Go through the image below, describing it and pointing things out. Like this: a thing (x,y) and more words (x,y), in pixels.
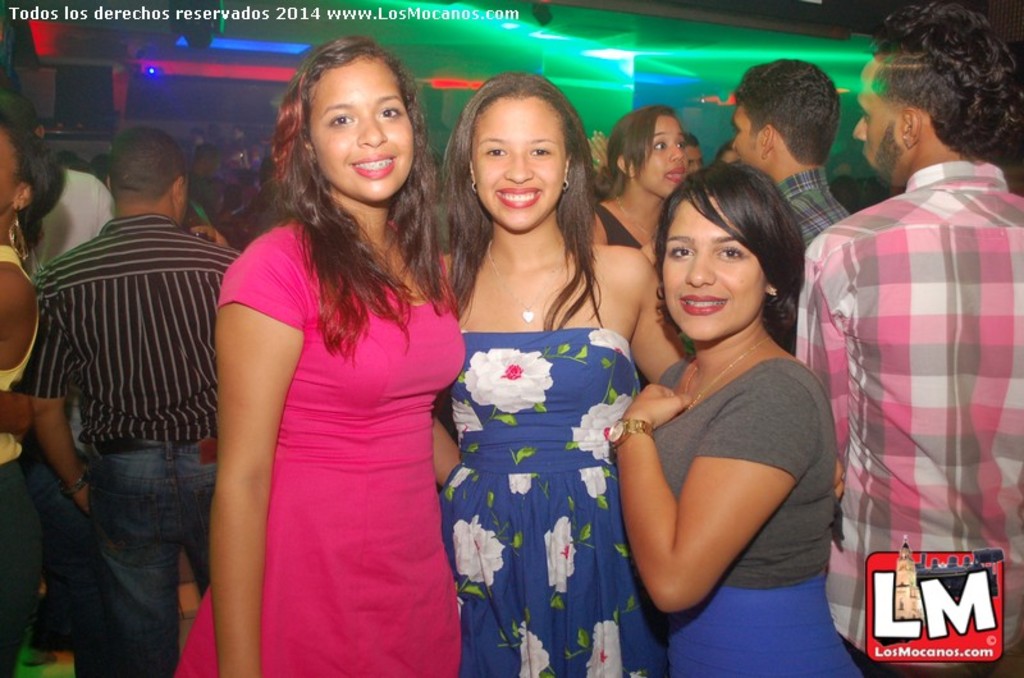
In this image I can see number of people (521,247) are standing. In the front (431,489) I can see three women (584,330) and on their faces (527,222) I can see smile (719,310). On the top left side (17,9) and on the bottom right corner (928,557) I can see watermarks (884,569). I can also see number of lights (647,71) on the top of this image (281,78).
